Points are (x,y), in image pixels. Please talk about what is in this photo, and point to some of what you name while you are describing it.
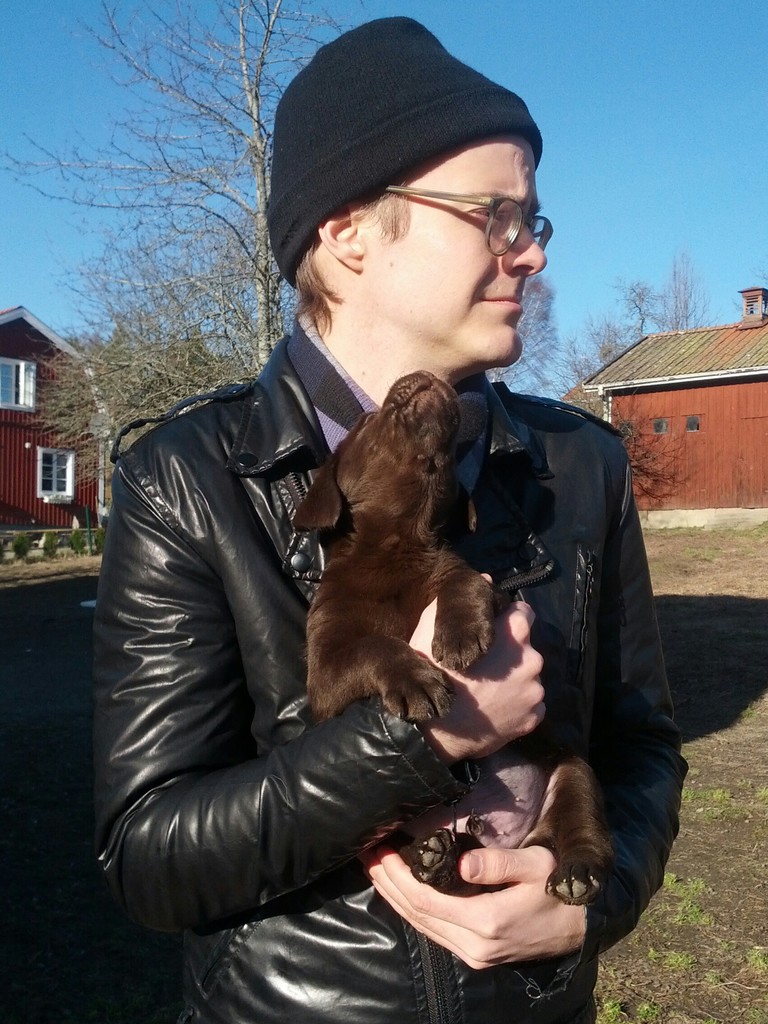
In this picture we can see a man (258,424) wore jacket (122,594), spectacle (495,230), cap (300,176) holding a dog (357,681) with his hand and smiling and in the background (10,339) we can see tree (122,385), houses (49,331) with windows (45,489), sky (56,302).
